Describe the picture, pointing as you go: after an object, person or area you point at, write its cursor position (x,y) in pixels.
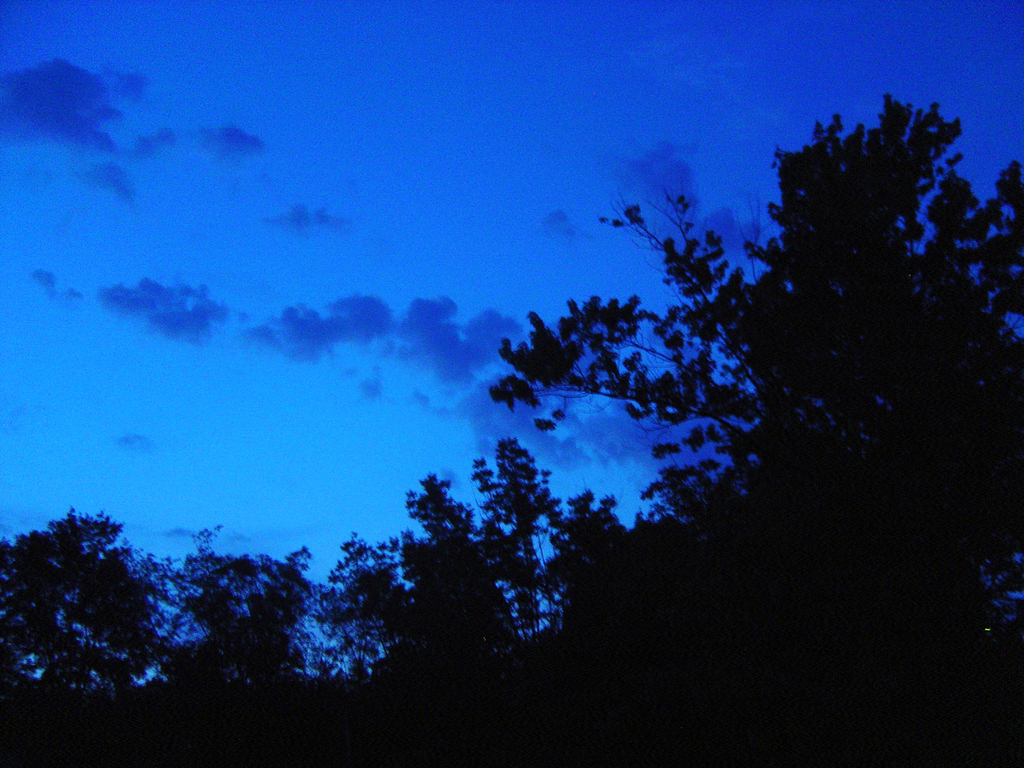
In the picture there are trees (837,206) present, there is the sky (238,390).
